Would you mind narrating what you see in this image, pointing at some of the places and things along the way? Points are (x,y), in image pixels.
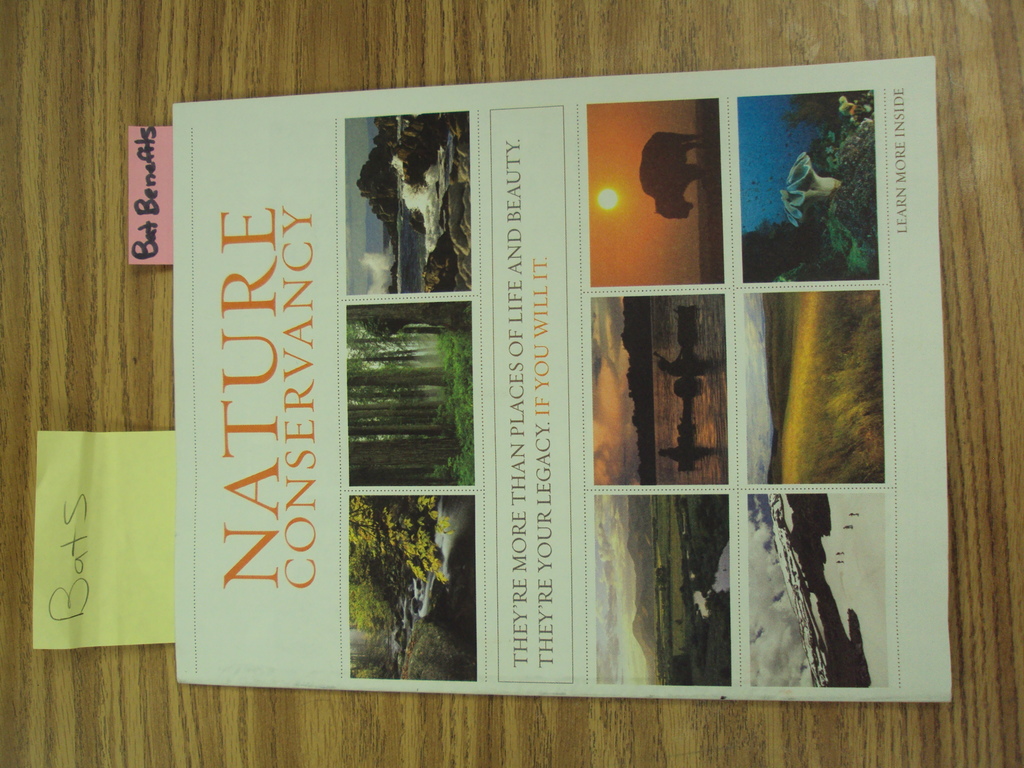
There is a poster (436,380) in the center area of the image (526,352), on which there are image (404,272) and text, there are two small papers (133,140) on the left side (154,481).
